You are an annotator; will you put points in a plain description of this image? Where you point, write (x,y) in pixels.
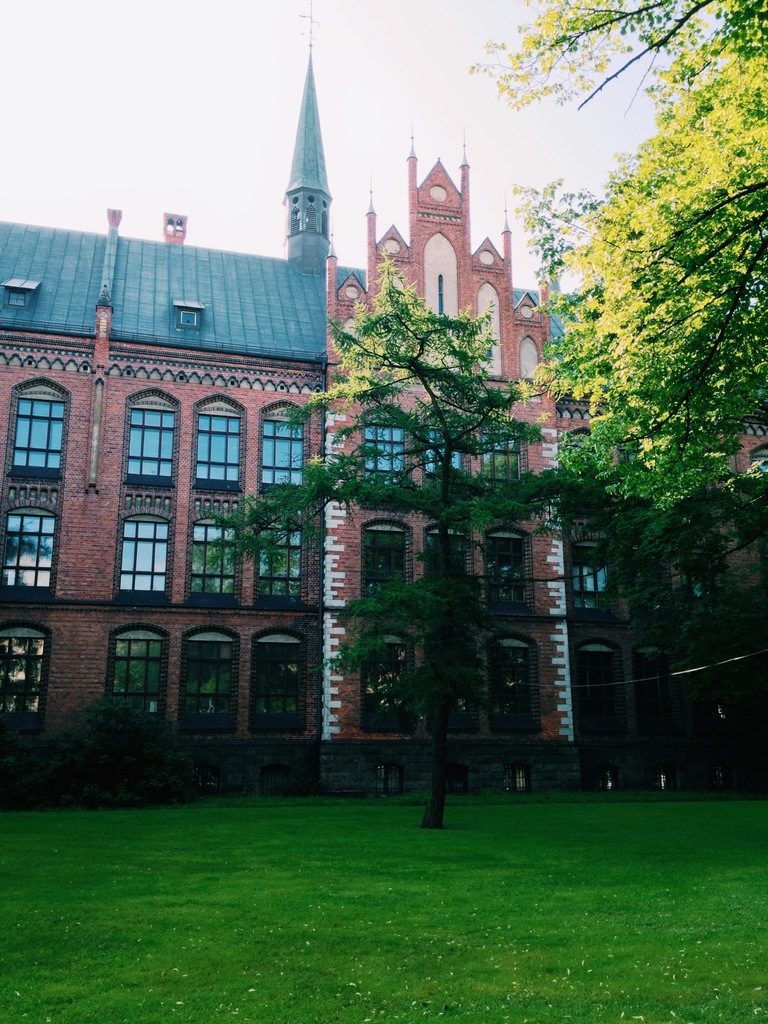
We can see grass (534,872) and trees (741,232). In the background (265,275) we can see building (260,353), windows (116,641) and sky (242,81).
